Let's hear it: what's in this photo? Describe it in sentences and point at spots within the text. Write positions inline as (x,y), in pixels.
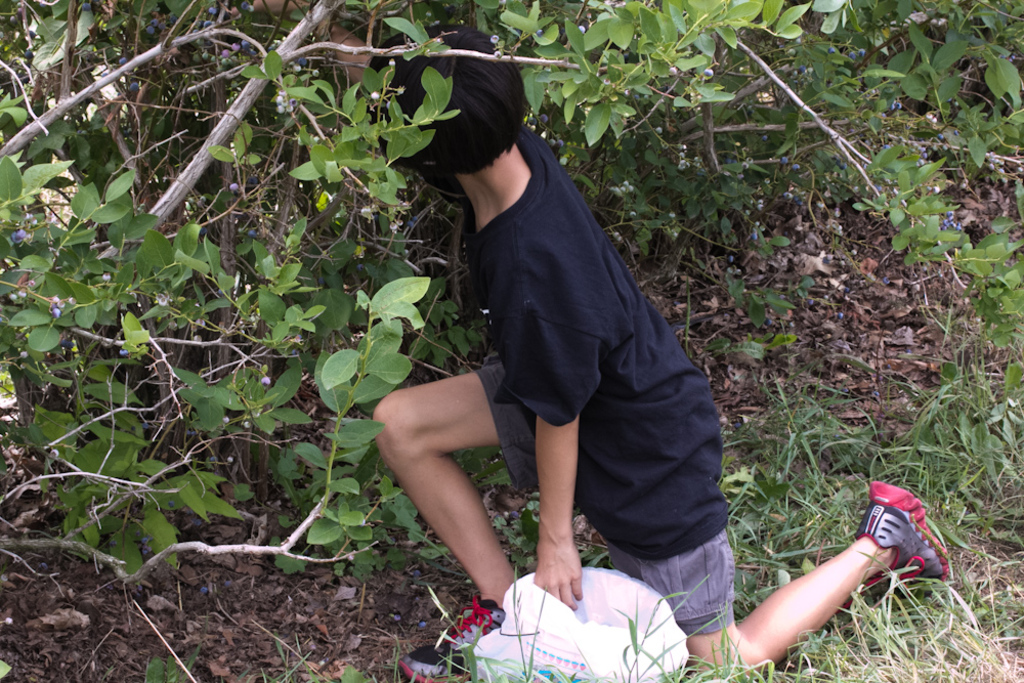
In this image, we can see a boy (573,356) bending his knees (709,641) and in the background (150,247), there are plants (702,81) and at the bottom (521,625), there is a bag (611,659).
